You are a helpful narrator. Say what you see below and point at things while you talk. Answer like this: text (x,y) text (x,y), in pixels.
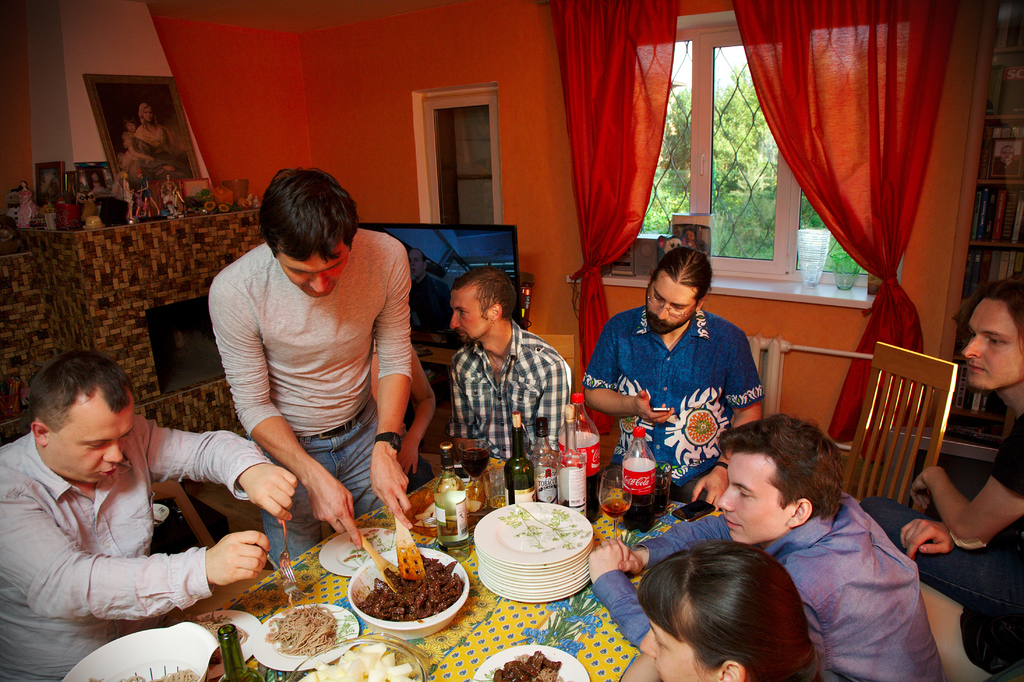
This picture shows a group of people (748,475) seated on the chairs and a man (326,437) serving food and we see some food plates (507,522), bottles (553,484) on the table (543,620) and we see a television (411,272) on their back and curtains (792,62) to the window (775,259) from the window (718,163) we see few plants (753,165) around and a photo frame (142,155) on the wall (7,187).
